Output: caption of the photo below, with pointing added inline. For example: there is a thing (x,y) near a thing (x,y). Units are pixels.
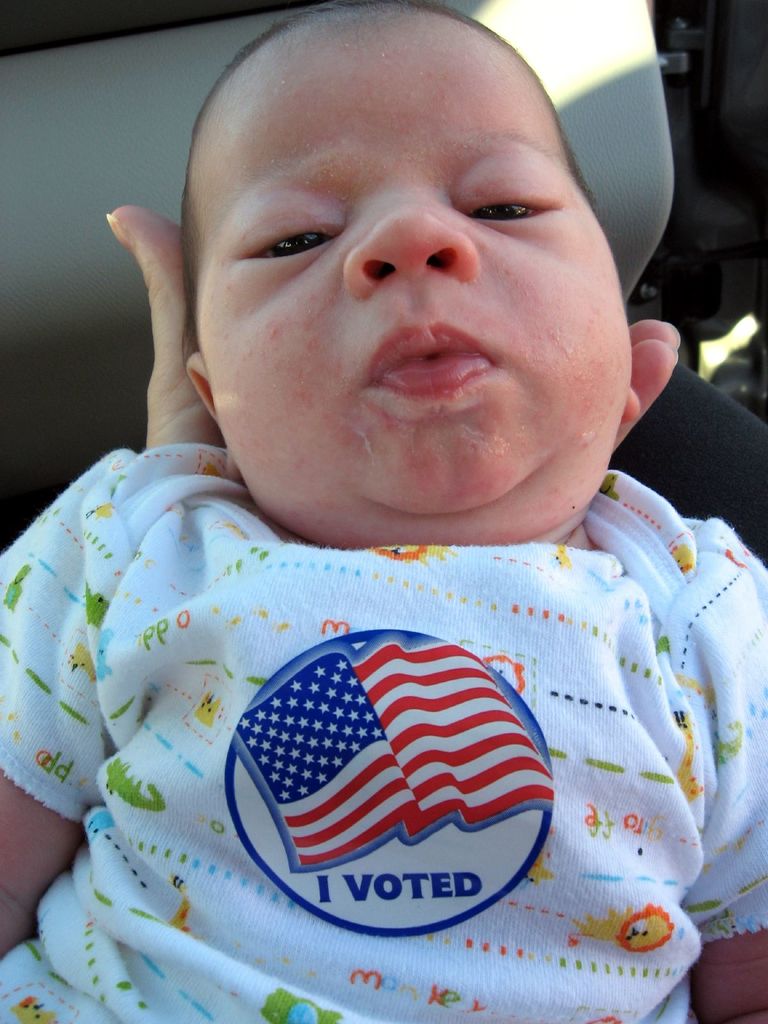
In the image we can see there is a person (115,213) holding an infant (487,740) in her hand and the infant (478,915) is wearing a t-shirt (284,928) on which it's written ¨I Voted¨.
